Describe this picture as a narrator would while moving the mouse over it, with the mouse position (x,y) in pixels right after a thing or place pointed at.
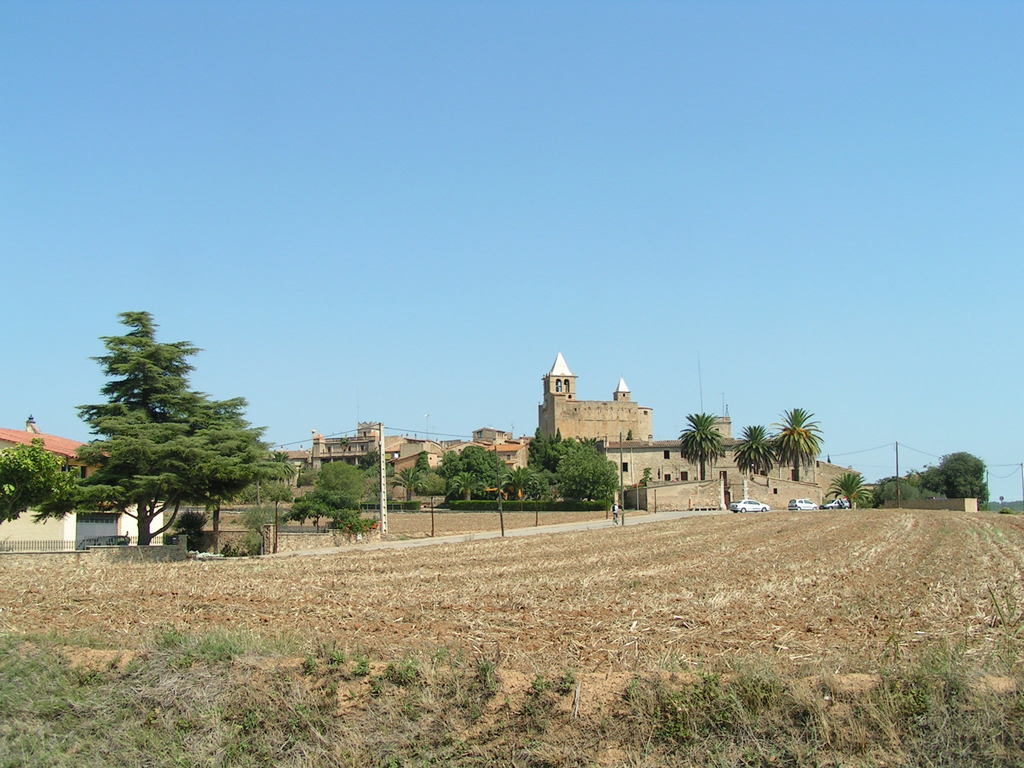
There is a field (624,635) at the bottom of this image (477,667). There are trees (461,462), buildings (662,471) and cars (830,509) in the middle of this image (353,480), and there is a sky (412,319) in the background (531,280).
